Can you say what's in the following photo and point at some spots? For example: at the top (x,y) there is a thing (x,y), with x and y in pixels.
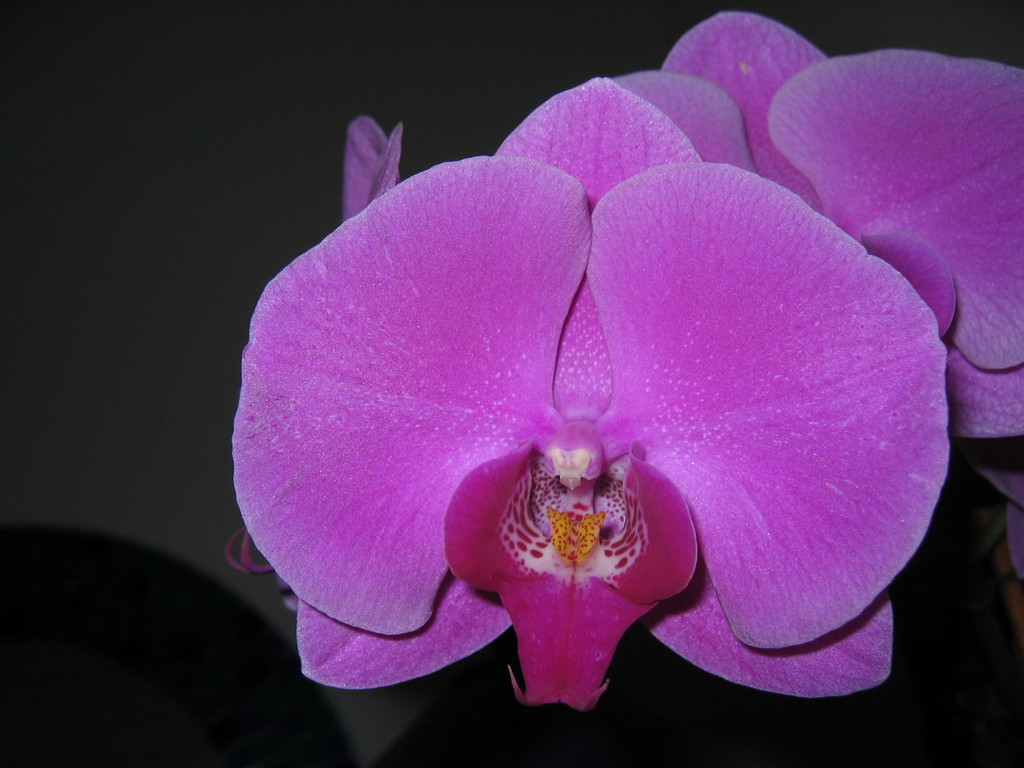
In this image we can see some pink color flowers (572,424).
